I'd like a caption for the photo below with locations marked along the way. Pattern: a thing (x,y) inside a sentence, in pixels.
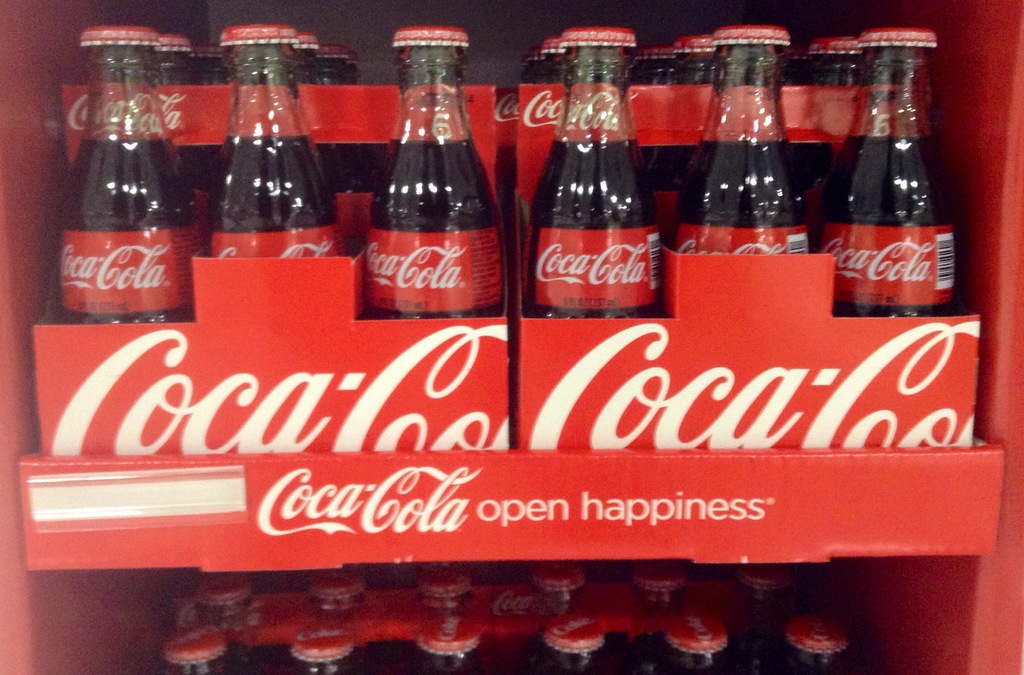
This picture is mainly highlighted with preservative drinking bottles (732,162).
